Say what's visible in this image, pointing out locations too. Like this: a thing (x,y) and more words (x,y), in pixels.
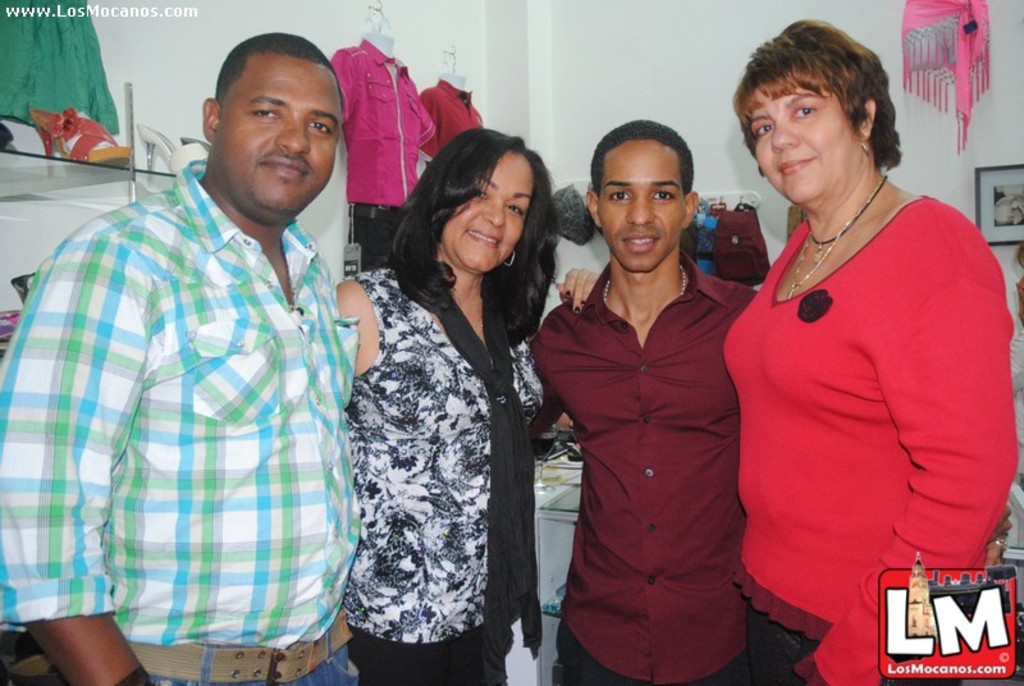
In this image four people (583,436) were standing and posing for the picture. At the back side (722,262) there are bags (721,219), dresses (390,92) hanged on the wall (430,64). At the left side of the image (58,144) there are shoes (113,147) placed on the glass shelf (69,180).
